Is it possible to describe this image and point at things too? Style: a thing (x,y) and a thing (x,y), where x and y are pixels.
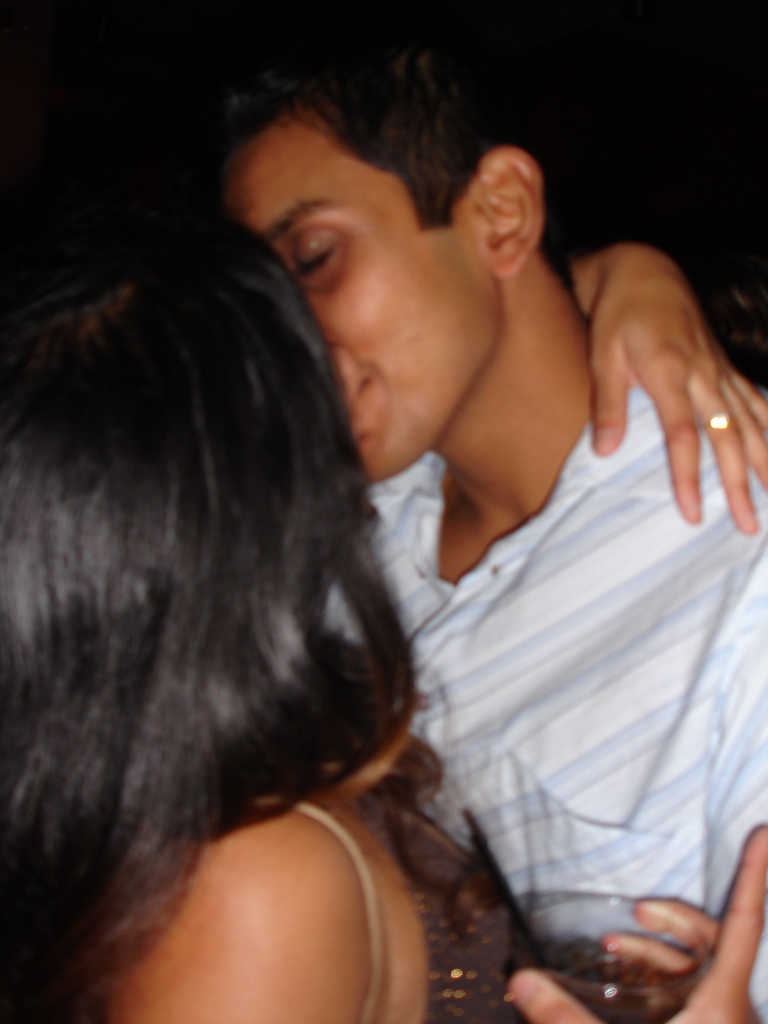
In this image we can see two persons (508,584) kissing. Among them a person (641,951) is holding a glass (564,930). The background of the image (642,11) is dark.
